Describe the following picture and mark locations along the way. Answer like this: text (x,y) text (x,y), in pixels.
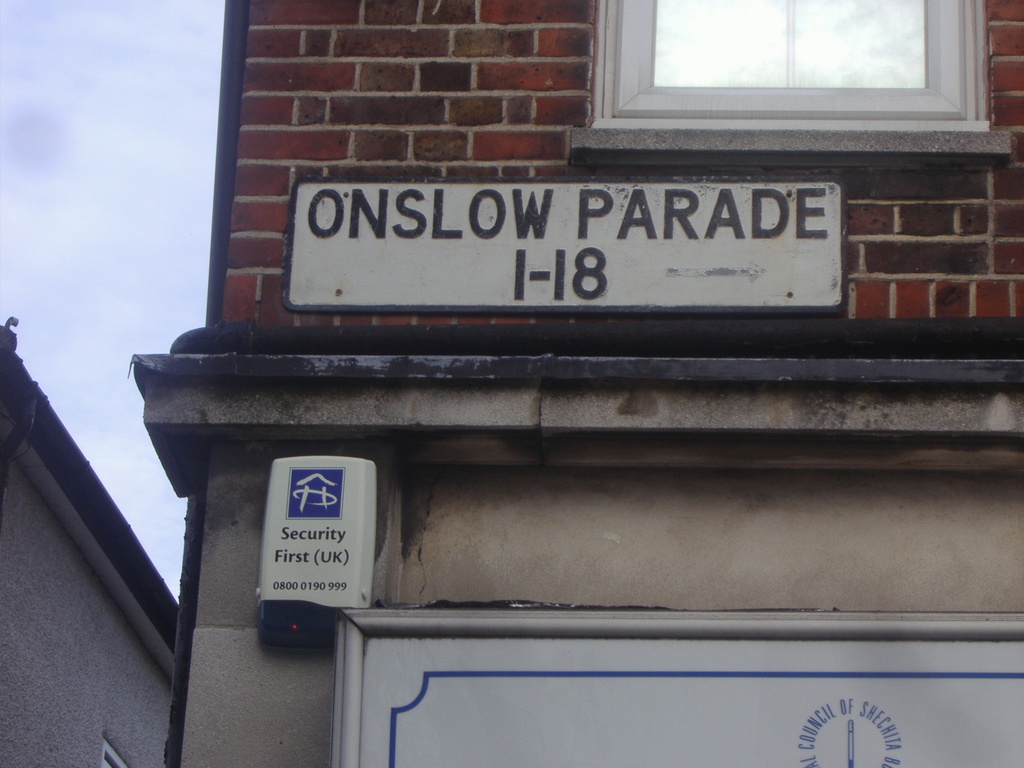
In this image there is building (150,751) in the left corner (2,751). There is a building (236,57) with windows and some text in the foreground (992,359). And there is a sky (65,19) at the top (90,246).
